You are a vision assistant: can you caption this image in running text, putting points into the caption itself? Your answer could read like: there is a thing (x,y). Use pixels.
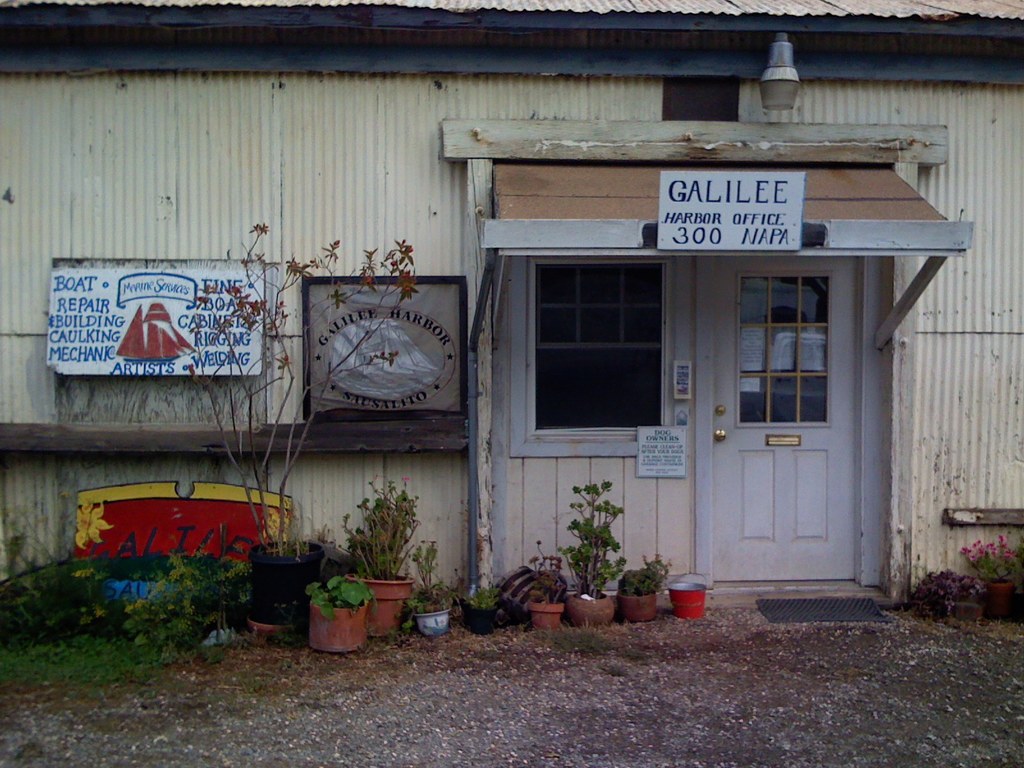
In this image we can see a house (780,437). There is a door (808,392). There are boards (305,316) with some text (321,340) on it. There are plants (489,588). At the bottom of the image (454,682) there is ground (517,714).
